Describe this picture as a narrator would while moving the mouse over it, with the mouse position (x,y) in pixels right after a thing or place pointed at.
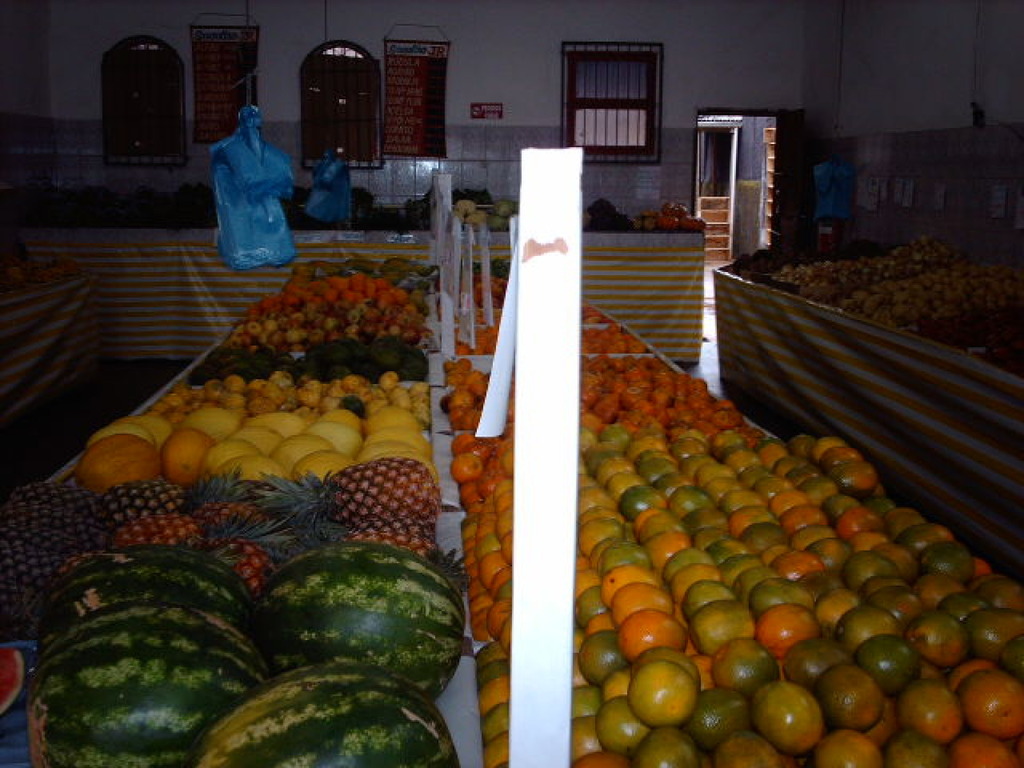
In this image I can see few fruits (371,594) and vegetables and they are in multi color. Background (691,90) I can see few windows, stairs (723,243) and the wall (500,49) is in white color.
